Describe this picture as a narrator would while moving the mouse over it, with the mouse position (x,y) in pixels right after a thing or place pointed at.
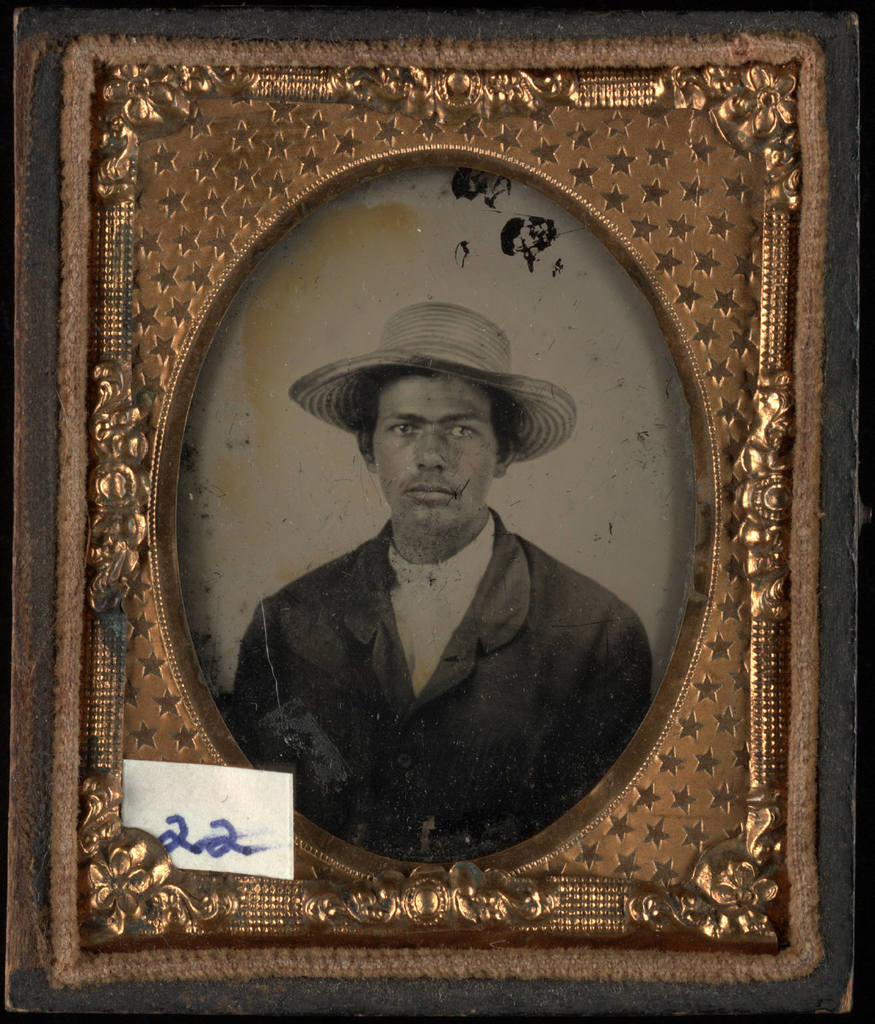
In the center of this picture (394,357) we can see a picture frame (327,83) of golden color and in the picture frame (671,781) there is a picture (570,383) of a person (328,723) wearing hat (537,379) and there is a number (223,839) on the paper (277,829) which is placed on the picture frame (171,744).
